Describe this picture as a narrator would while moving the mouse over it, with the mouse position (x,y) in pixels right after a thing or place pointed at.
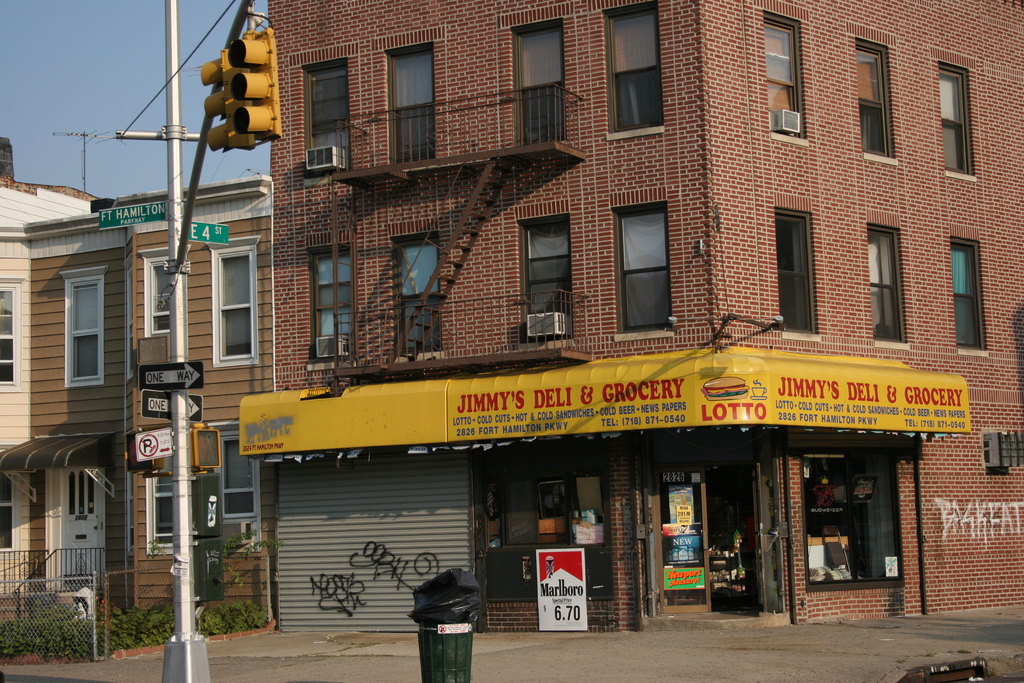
In this image we can see a building (826,253) with a group of windows (564,69), air conditioners (537,319), staircase (455,244), metal railing (491,133), and a sign board (529,415). To the left side of the image (188,670) we can see a pole (190,656) with some traffic lights (229,148) a building (217,385). In the foreground (452,638) we can see a trash bin (453,651). In the background (10,99), we can see the sky (84,102).
